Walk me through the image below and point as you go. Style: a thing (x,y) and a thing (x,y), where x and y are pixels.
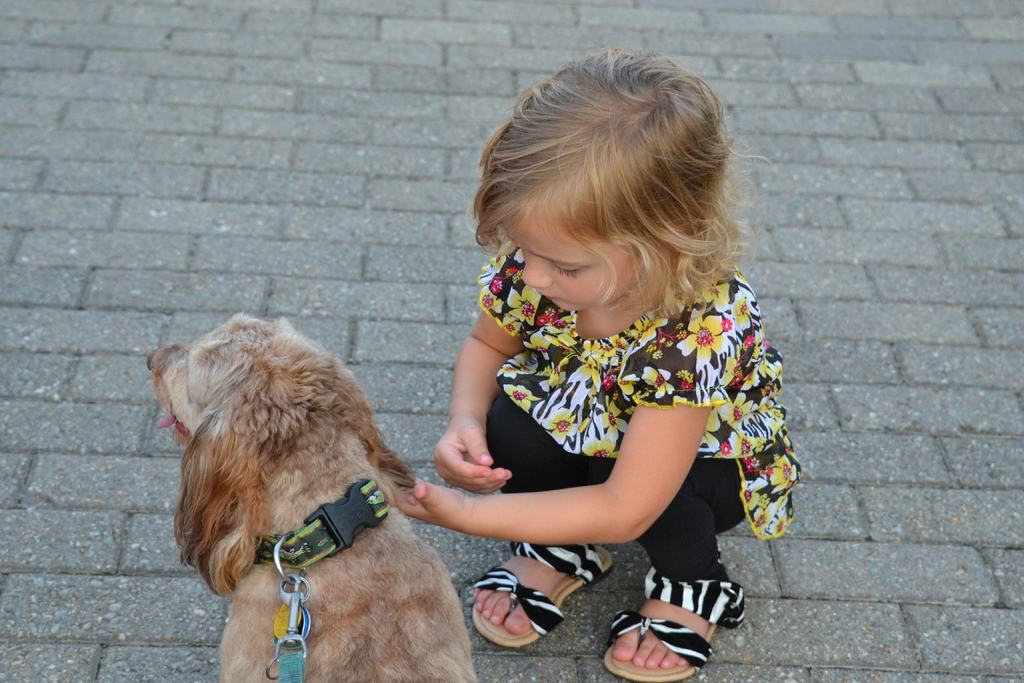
In this picture, there is a girl (589,430), holding a dog (287,427) on the floor (545,656). In the background (162,165) there is a floor (510,58) made up of blocks (287,123).
